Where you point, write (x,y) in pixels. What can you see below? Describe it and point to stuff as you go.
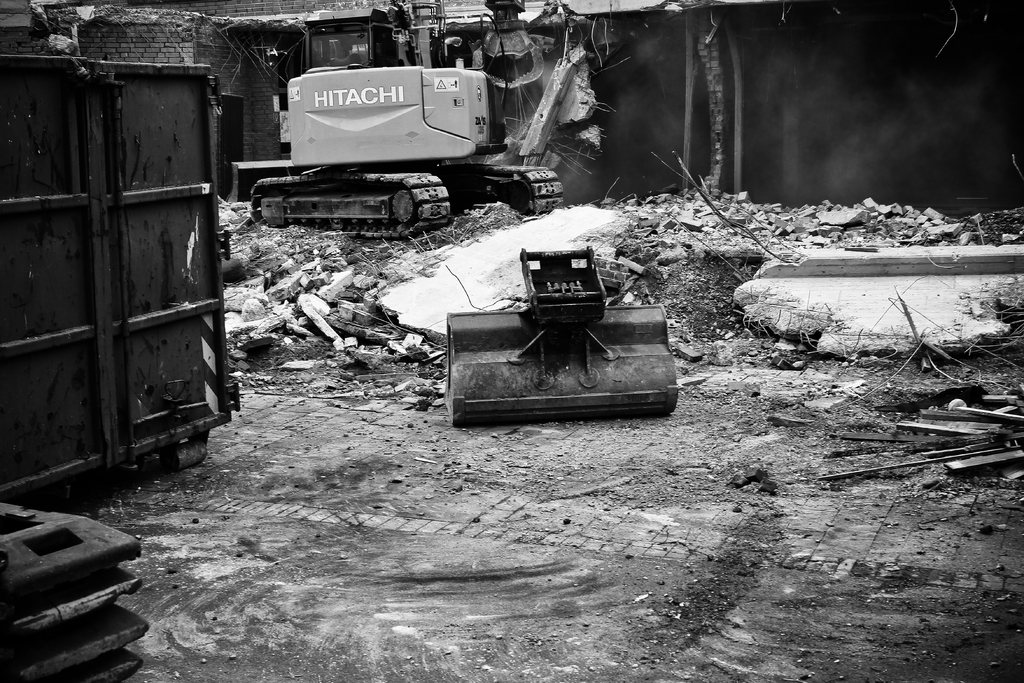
This is black and white image, in this image there is a crane (398,132), in the background (632,11) there are buildings (854,21) that are destroyed.
